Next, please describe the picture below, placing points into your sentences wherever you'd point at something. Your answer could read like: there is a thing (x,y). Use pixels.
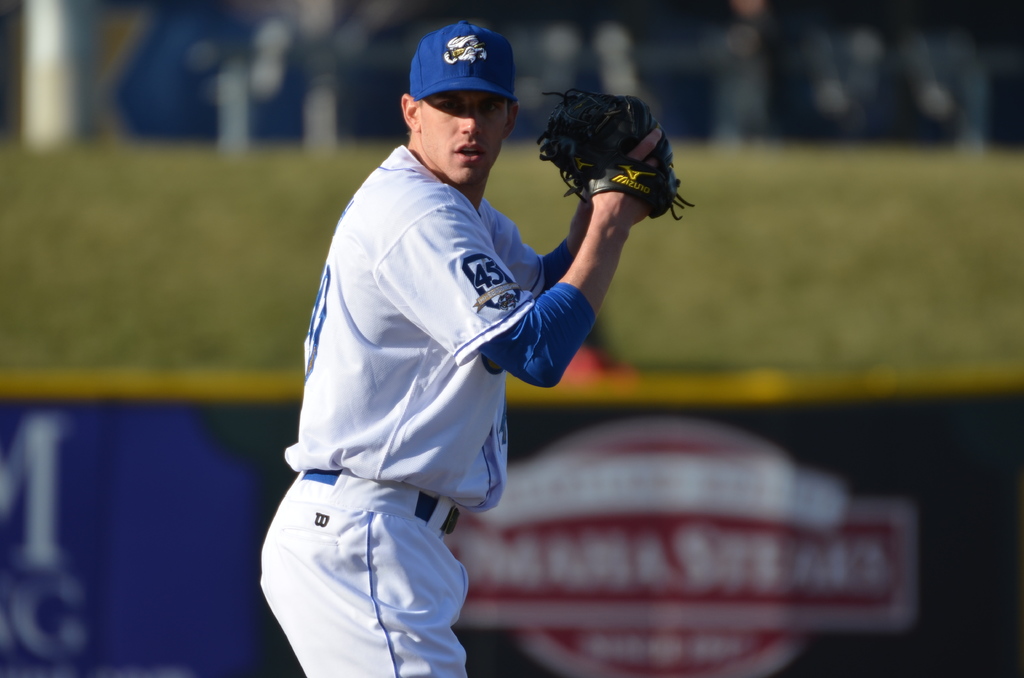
In the center of the image (481,386) there is a person (481,386) wearing a white color dress (442,234) and blue color cap (485,82) holding a object (586,142) in his hand (596,205). In the background of the image (28,409) there is a advertisement board (482,523) and grass (70,181).
